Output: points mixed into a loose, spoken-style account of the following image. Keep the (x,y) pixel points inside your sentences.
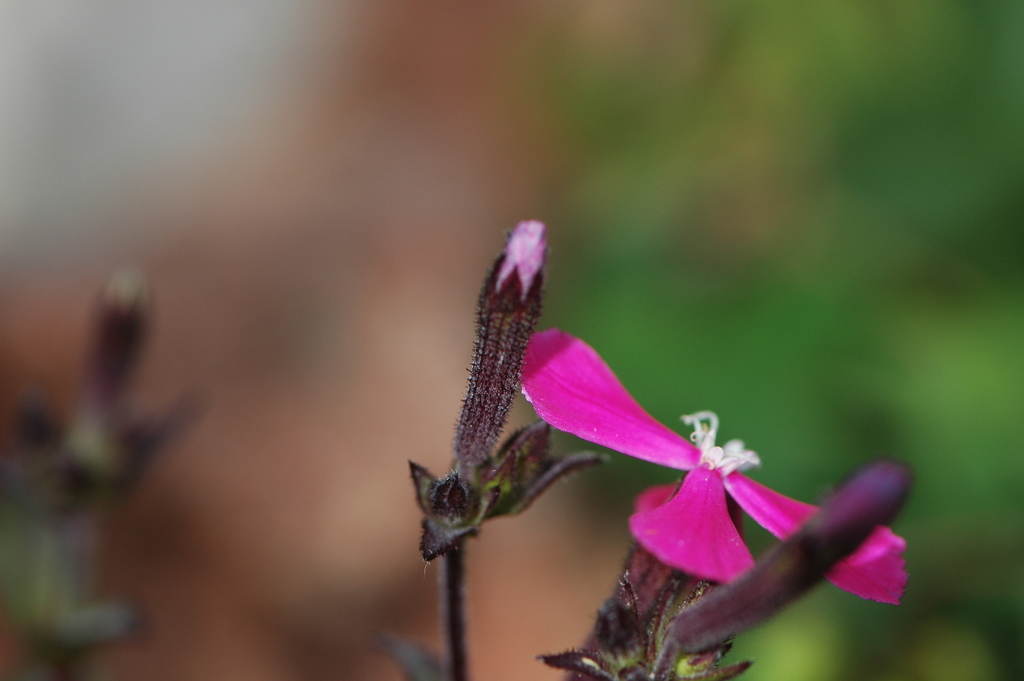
There is a pink color flower (664,442) with buds (445,487). In the background (712,236) it is green and blurred.
